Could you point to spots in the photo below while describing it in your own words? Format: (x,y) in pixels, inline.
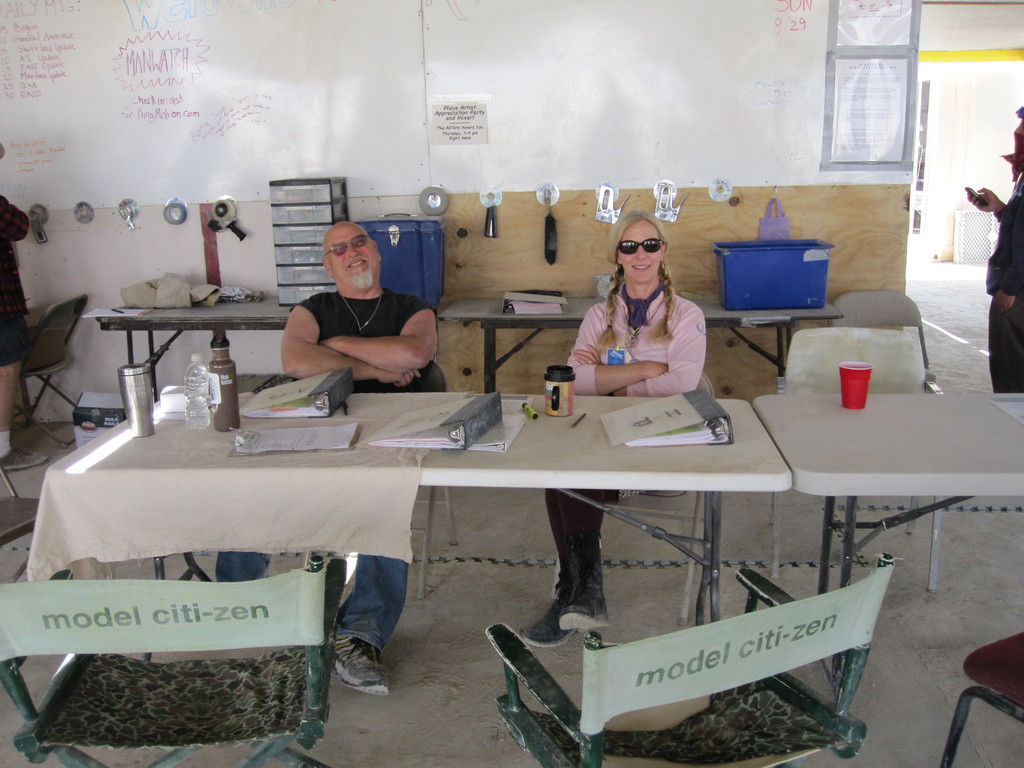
In this picture we can see two people (406,386) sitting on the chairs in front of the table (531,440) on which we have a file (304,395) and a bottle (234,362) and a glass (556,391) and behind them there is a desk (210,326) on which some things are placed in front of them there are two chairs (262,633).
